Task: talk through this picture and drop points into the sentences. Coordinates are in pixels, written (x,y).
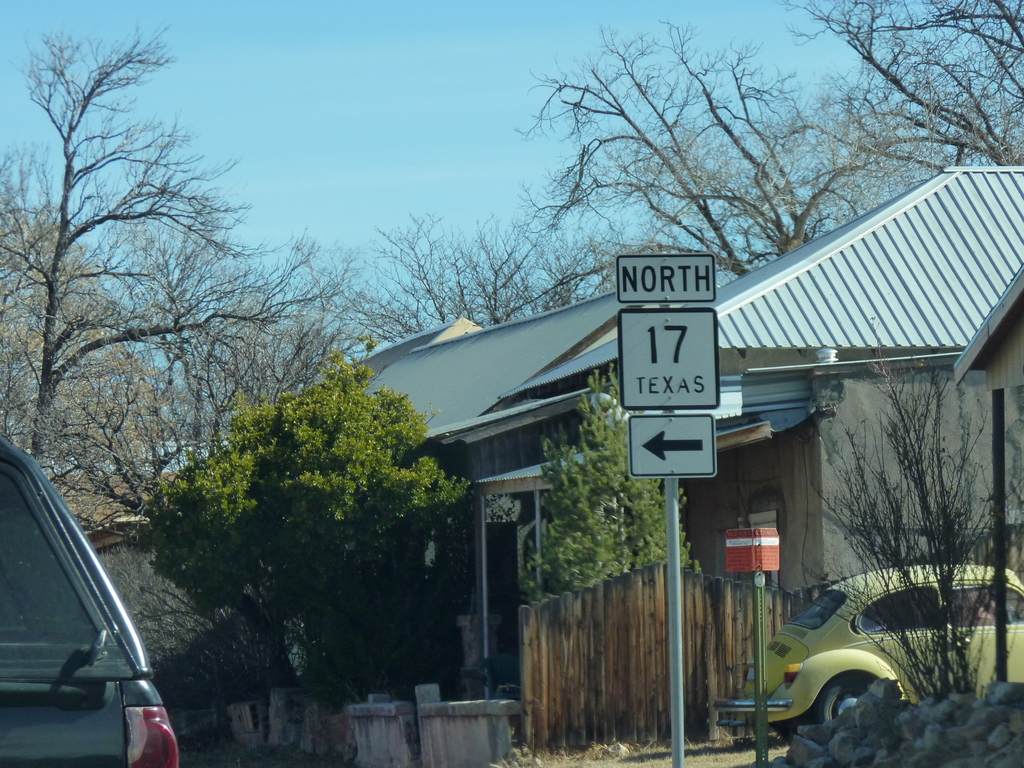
In this image, we can see few houses (1013,311), trees (352,374), plants (931,477), poles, sign boards (681,363), vehicles (39,503), wooden objects (634,662). Background (456,186) there is a sky (489,138).
